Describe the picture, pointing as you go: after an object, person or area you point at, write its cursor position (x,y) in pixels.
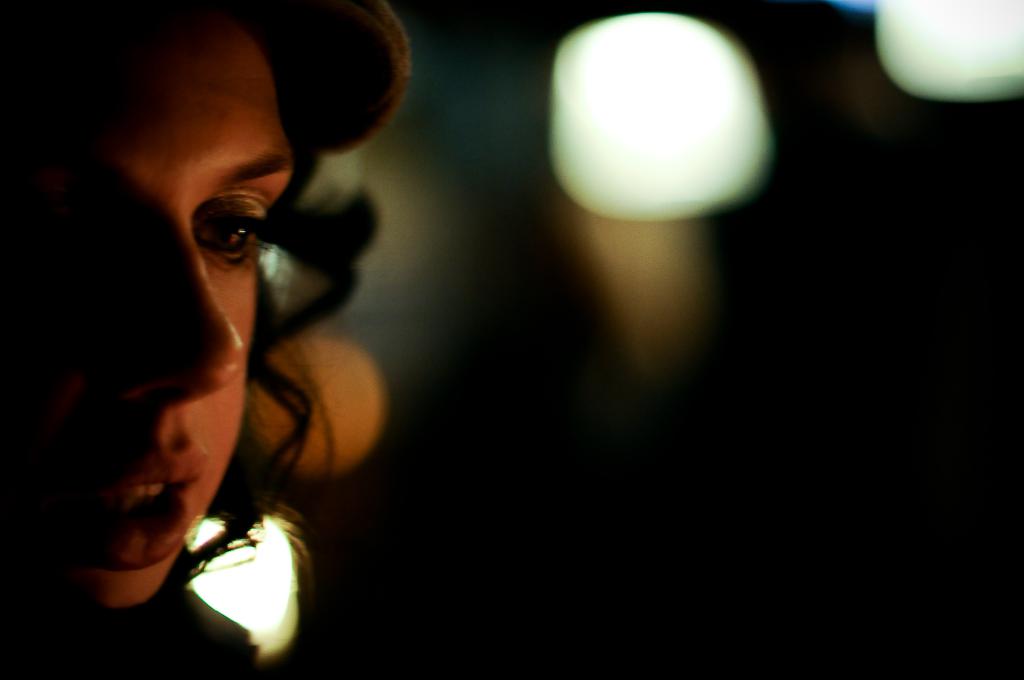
In this image we can see there is a person (251,365). And at the back (634,429) there is a dark background (721,518).
